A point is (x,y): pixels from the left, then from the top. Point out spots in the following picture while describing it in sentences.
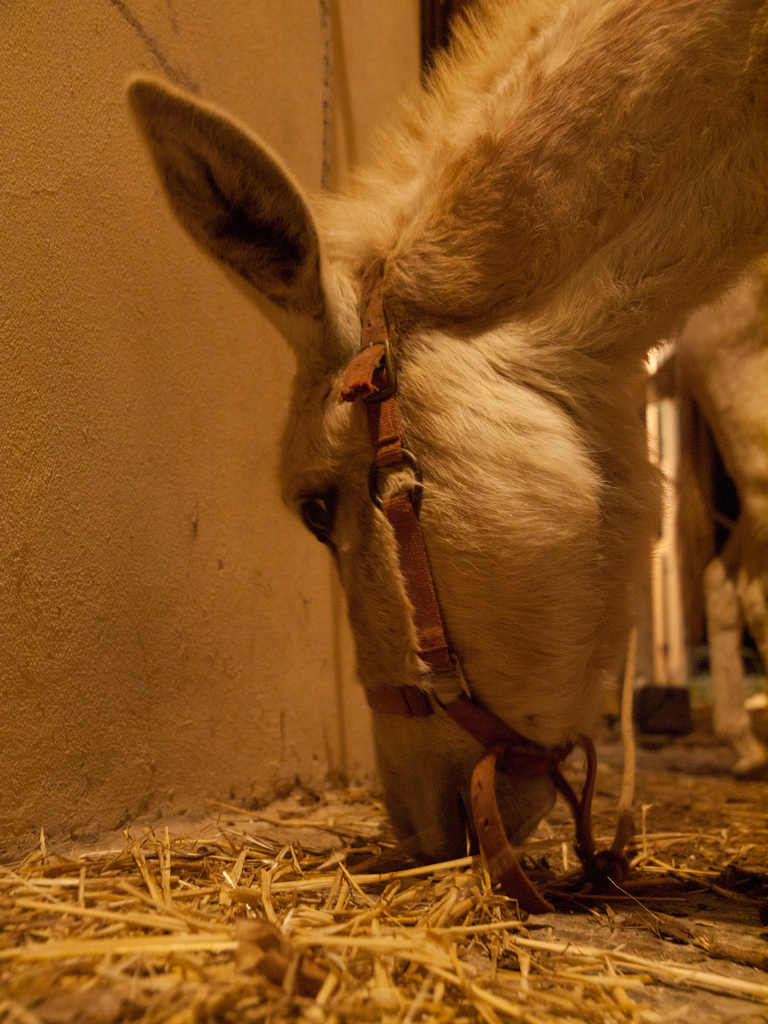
In this image there is a donkey (463,489) eating grass (424,892), at the bottom (402,861) there is grass (381,855) and in the background (147,667) there is wall (304,707) and some objects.
